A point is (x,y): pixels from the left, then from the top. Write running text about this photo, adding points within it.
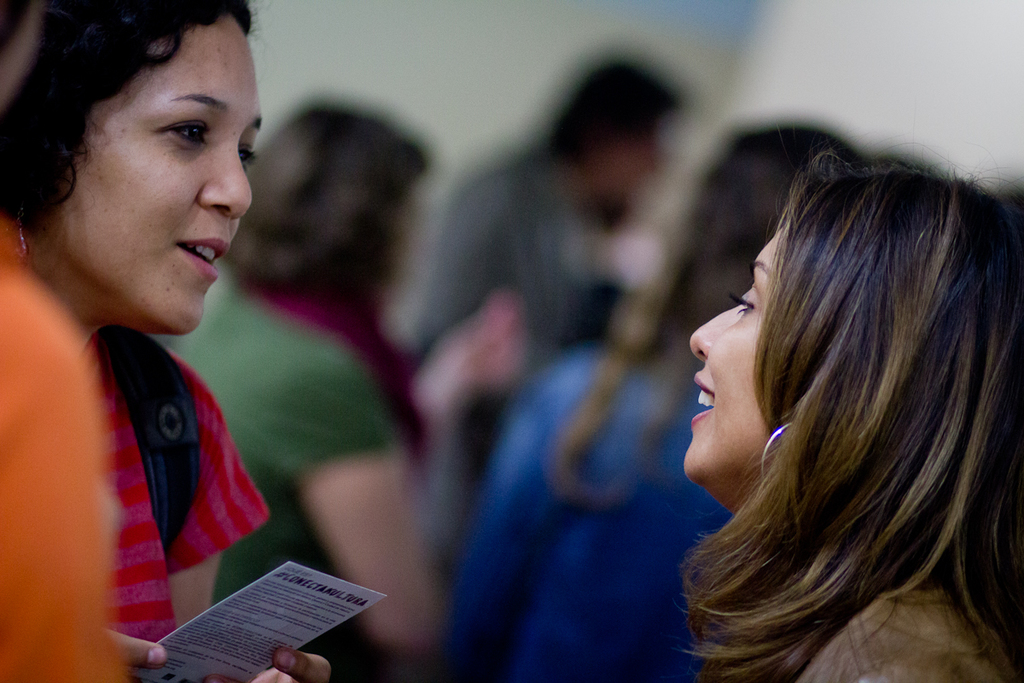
In this image I can see number of people (488,387) are standing and in the front (304,674) I can see one person (145,568) is holding a white colour paper (338,615). I can also see something is written on this paper (288,587). I can also see this image is little bit blurry.
